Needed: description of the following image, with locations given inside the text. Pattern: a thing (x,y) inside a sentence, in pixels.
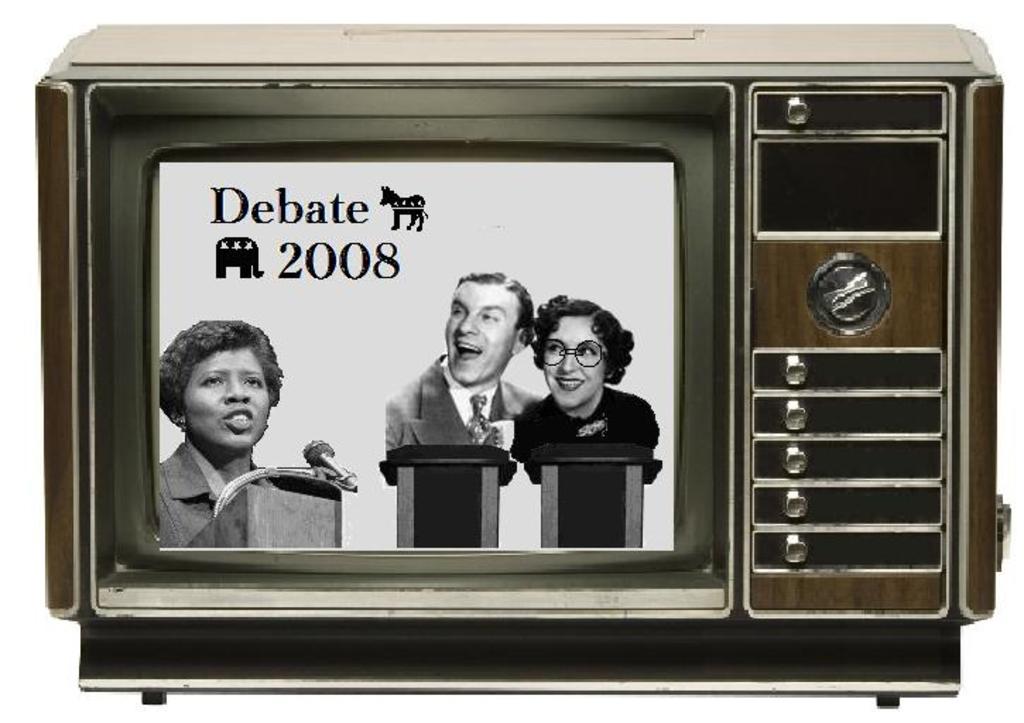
In this picture I can see a television (147,470). There are words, numbers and there is an image of three persons (464,373), podiums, mike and animals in the screen (420,232) of a television (420,232).
